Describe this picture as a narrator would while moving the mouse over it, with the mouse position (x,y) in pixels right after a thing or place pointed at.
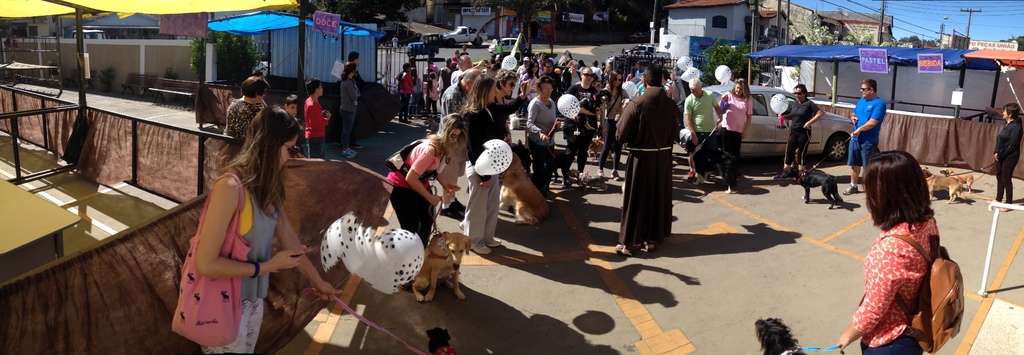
In this image we can see these people (670,221) standing on the road (506,274) and holding a dog (453,249) and balloons (362,246). Here we can see stalls (980,80), cars (766,99) parked here, trees (743,51), poles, the wall (173,64), buildings (833,17), boards (865,53), current poles (757,24), wires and the sky (1011,17) in the background (881,23).
